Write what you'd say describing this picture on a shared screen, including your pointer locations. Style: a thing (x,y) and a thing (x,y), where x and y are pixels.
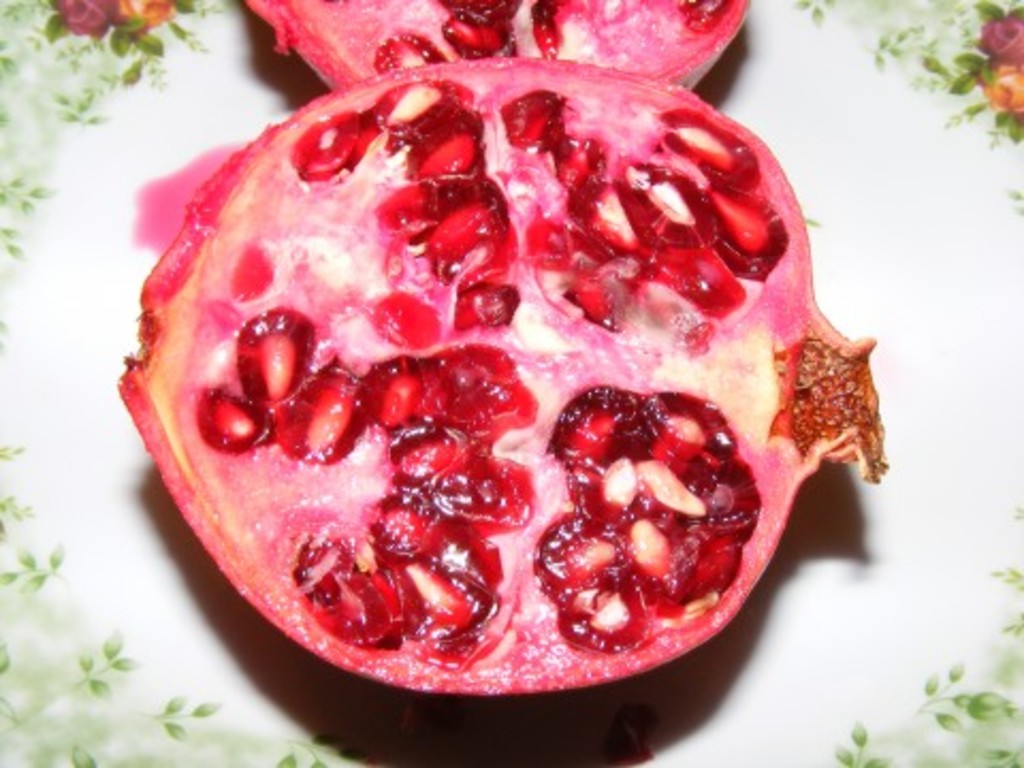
In this picture we can see pomegranate (388,368) placed on a plate (86,125).
